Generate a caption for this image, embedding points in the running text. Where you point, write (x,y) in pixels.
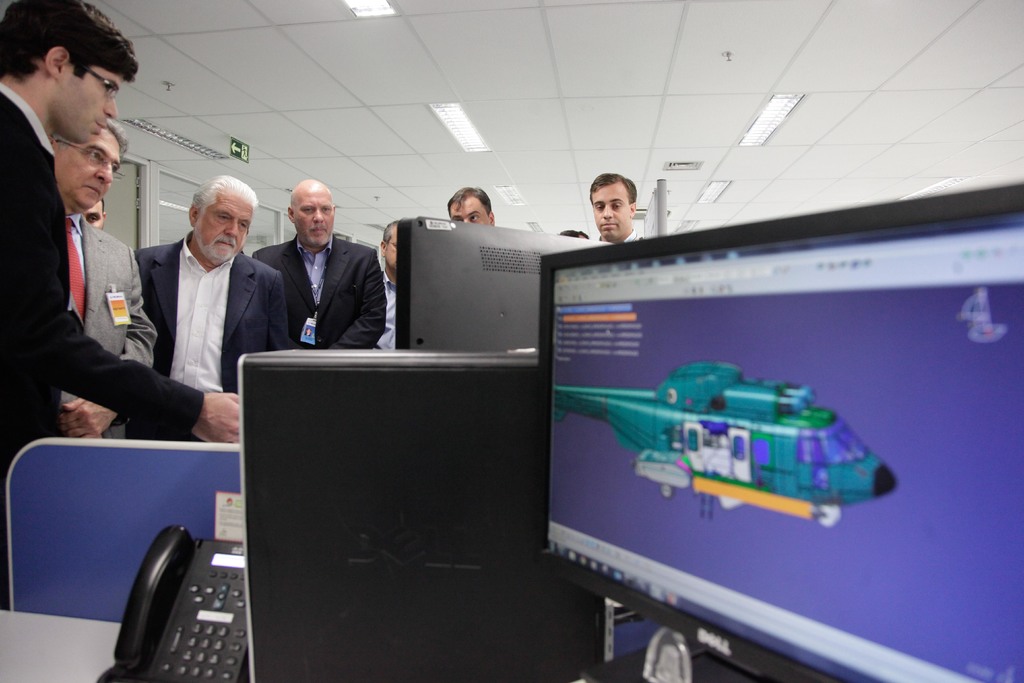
In this picture we can see monitors (558,298), CPU (419,473) and a telephone (237,569). Behind the monitors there is a group of people (123,244) standing and at the top (365,2) there are ceiling lights (378,8) and a sign board (238,145).
